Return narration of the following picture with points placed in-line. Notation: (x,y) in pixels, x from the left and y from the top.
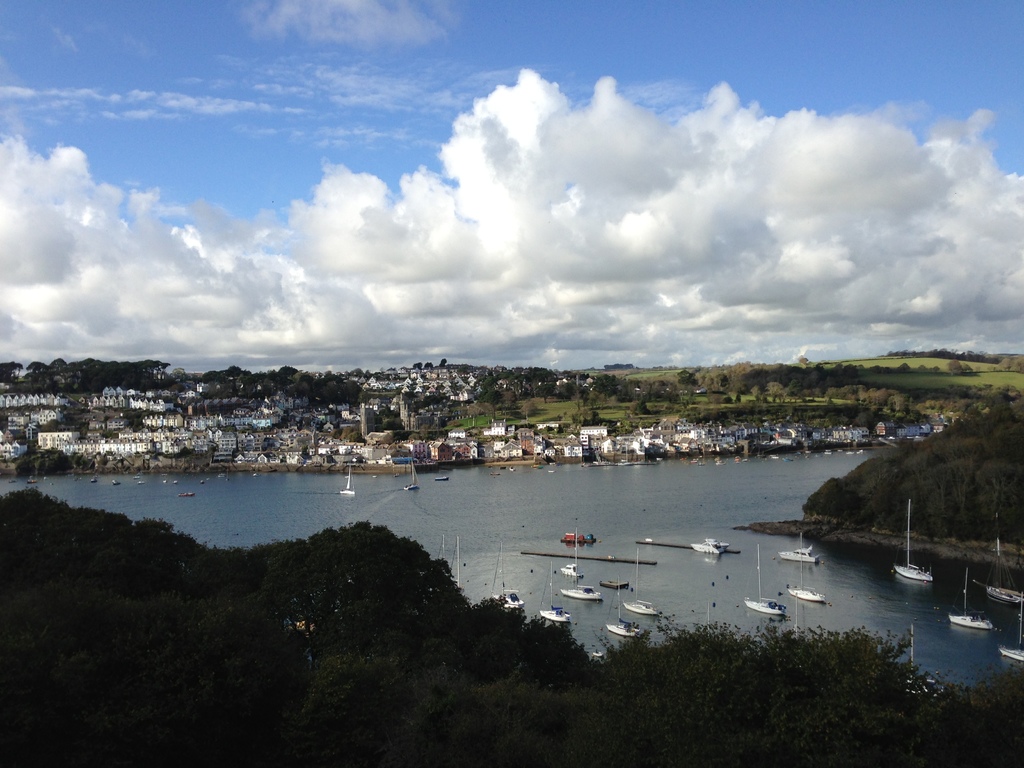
In this picture there are trees (36,628) at the bottom side of the image (357,533) and there are ships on the water (775,477) at the bottom side of the image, there are houses (9,419) and trees (723,379) in the background area of the image (729,396) and there is sky (547,114) at the top side of the image (540,124).
